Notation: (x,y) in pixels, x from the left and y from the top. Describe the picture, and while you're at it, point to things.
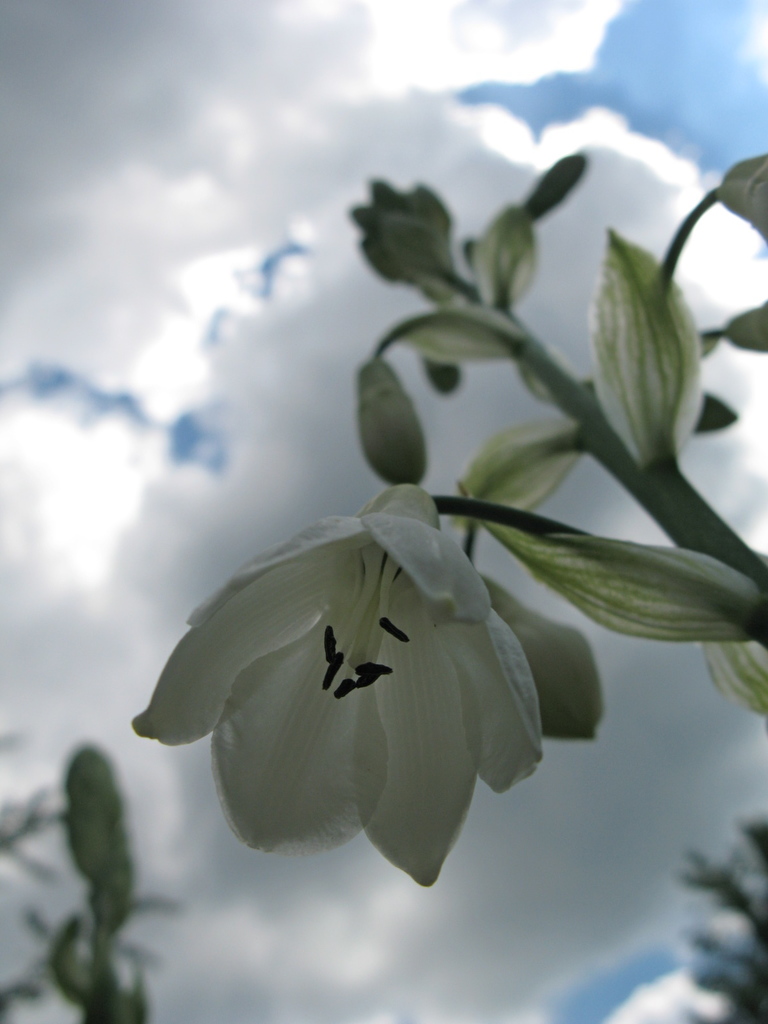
In this image, there are a few plants (722,891). Among them, we can see some flowers (445,364) on one of the plants (481,301). We can see the sky (153,339) with clouds (243,293).
